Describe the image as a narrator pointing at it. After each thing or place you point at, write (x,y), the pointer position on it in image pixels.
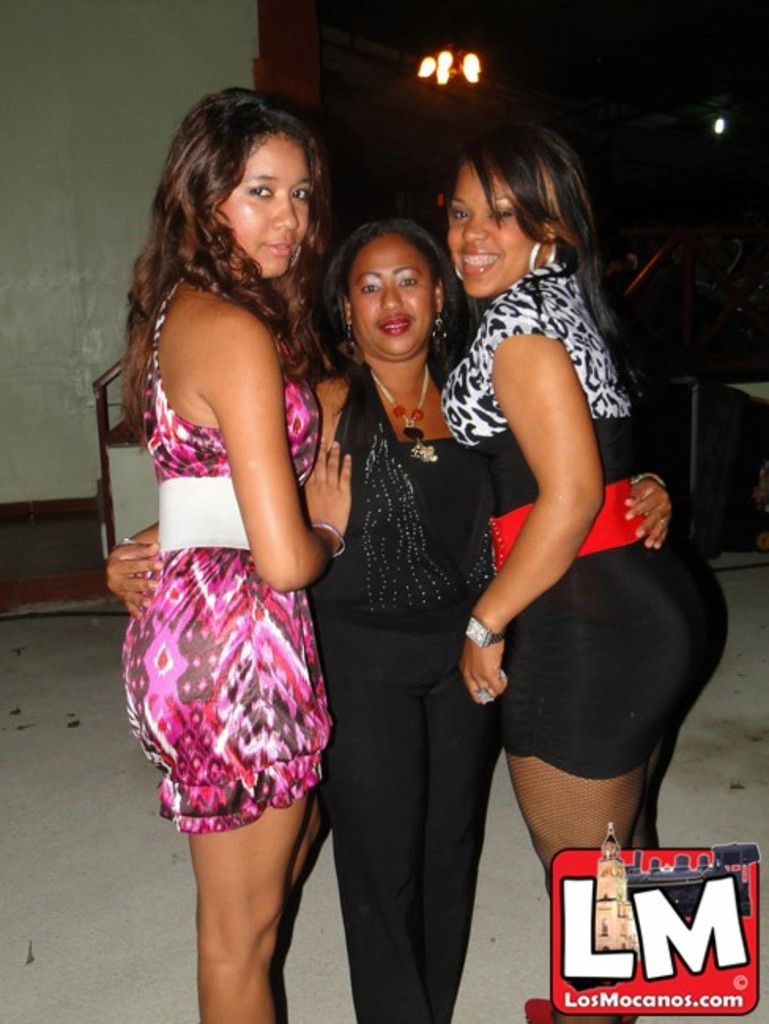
In the middle of the image (508,374) three women (224,185) are standing and smiling. Behind them there is wall (121,319), on the wall (4,105) there is light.
